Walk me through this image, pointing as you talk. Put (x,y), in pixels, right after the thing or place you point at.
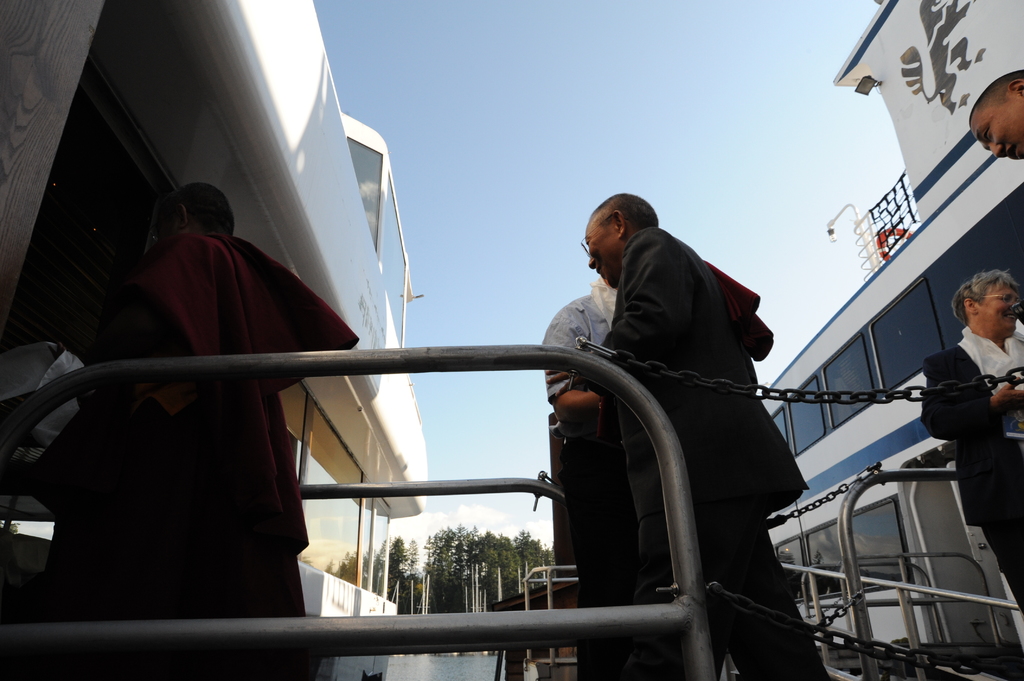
In the picture I can see these people (757,307) are walking on the bridge (478,619), here we can see steel railing (480,640) and we can see boats (919,388) are floating on the water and it is on the either side of the image. In the background (548,563), we can see trees (470,587) and the blue sky (474,521) with clouds (493,524).
